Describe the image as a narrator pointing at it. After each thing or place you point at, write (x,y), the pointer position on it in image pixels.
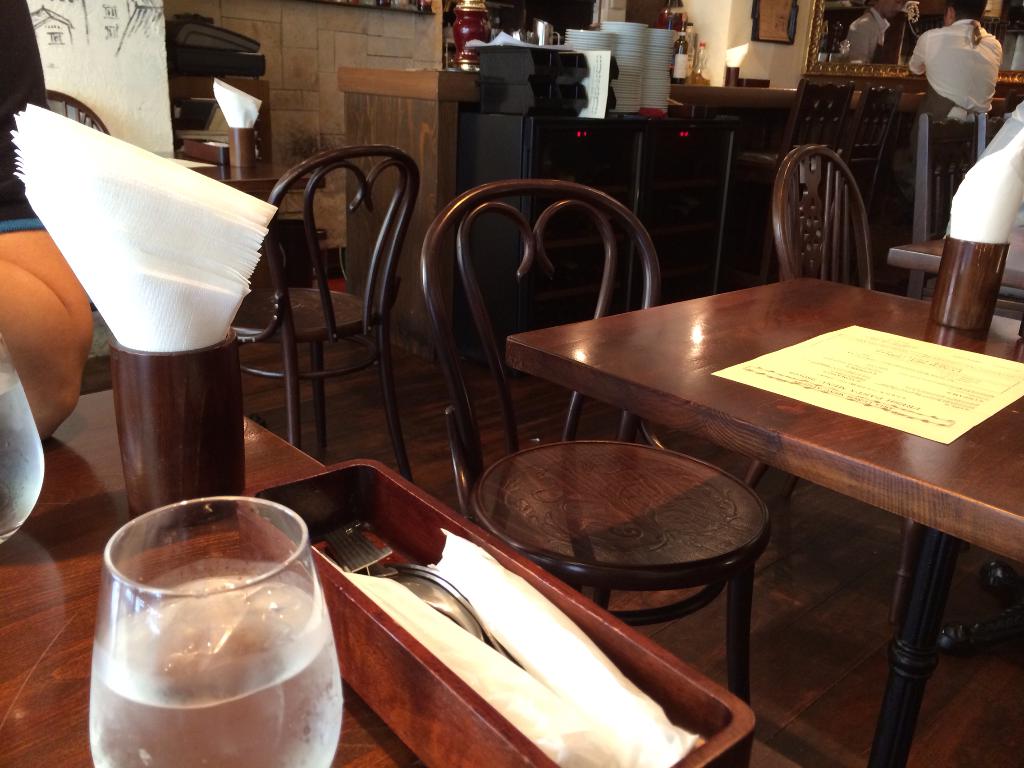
In this picture we can see some chairs (470,422) and tables (703,355), there is a paper (941,346) present on the table (621,388) and we can see some tissues (142,267), in the background (632,67) some plates (633,72) here, on the right top corner of the image (938,63) a man (981,100) is standing here, in front (222,692) we can see a glass (206,682) of water (204,675).
